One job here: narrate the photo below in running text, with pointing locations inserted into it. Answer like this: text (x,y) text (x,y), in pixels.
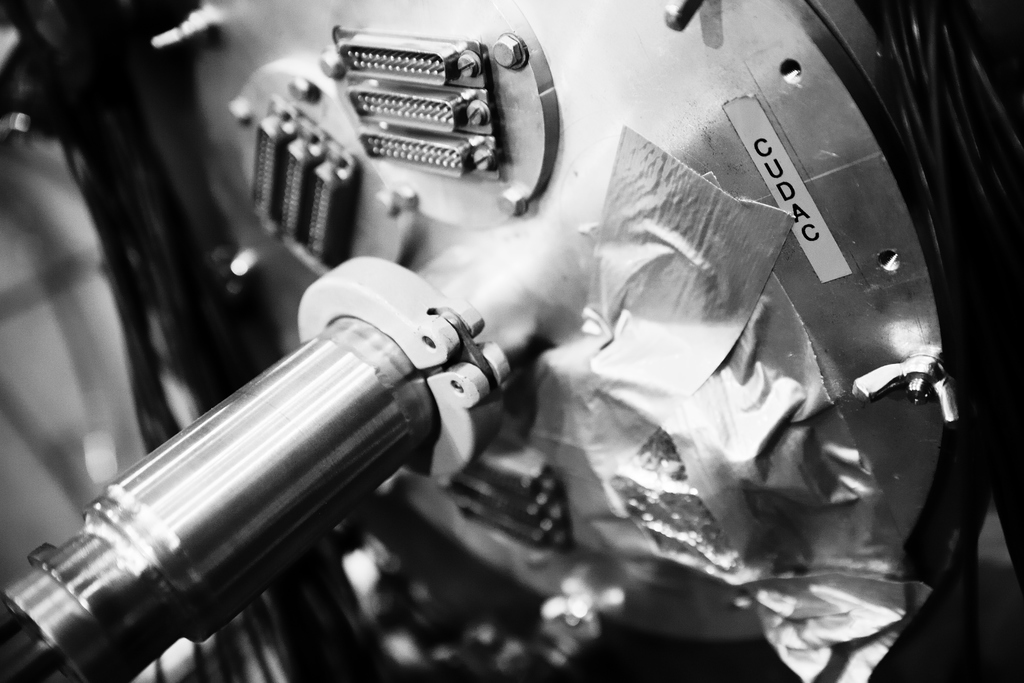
In this image we can see one big machine (886,227) and some text paper (803,200) attached to the machine (341,432).
